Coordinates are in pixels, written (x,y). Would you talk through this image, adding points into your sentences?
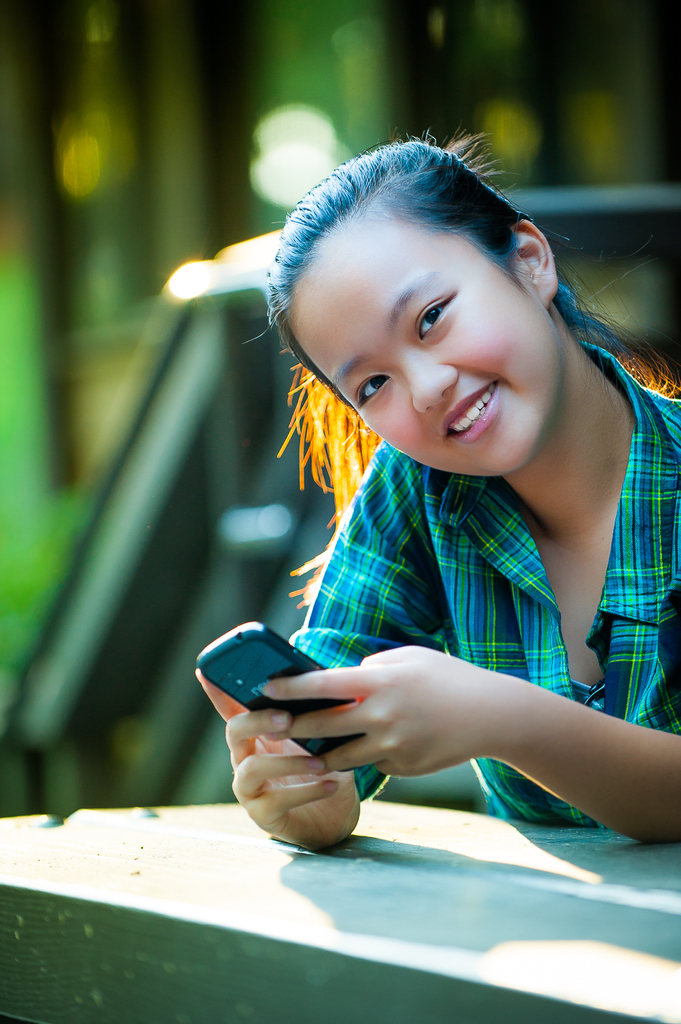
In the picture we can find a girl (450,757) sitting near the table (77,857) and keeping hands (415,757) on the table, she is holding a mobile phone (228,656). In the background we can find a trees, stand (81,653) and she is wearing a blue and green shirt (512,575). She is smiling.
